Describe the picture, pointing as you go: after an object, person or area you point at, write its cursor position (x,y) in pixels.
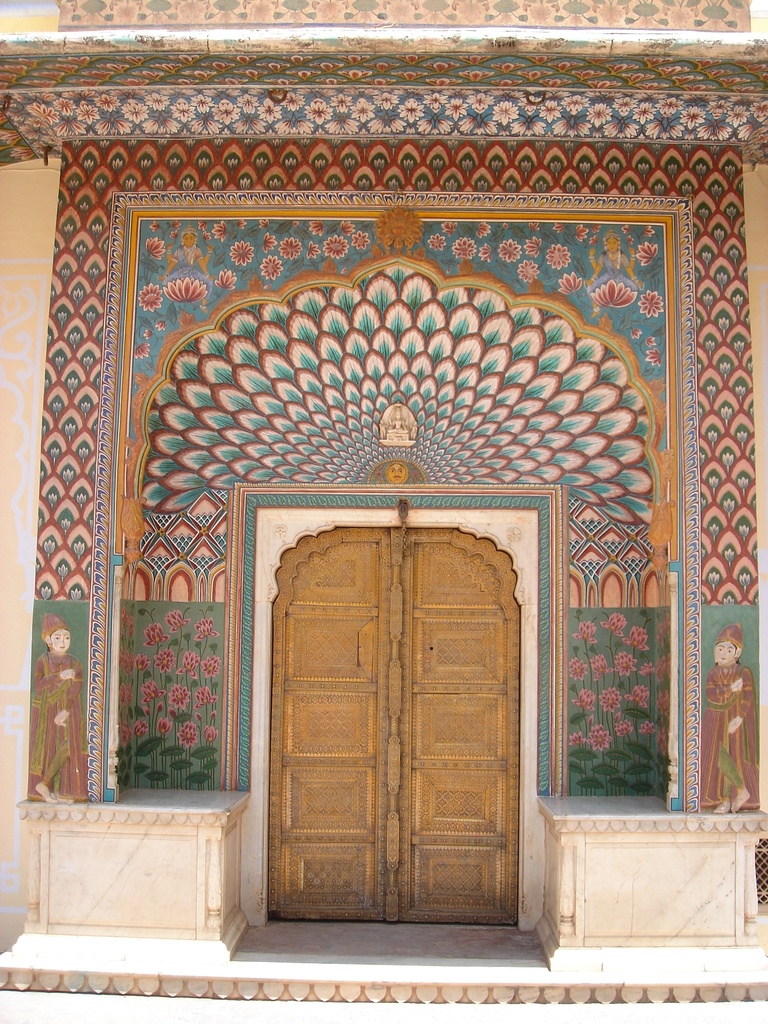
This image consists of a door (320,643) made up of wood (331,764). And we can the painting (274,403) on the wall (137,768).
